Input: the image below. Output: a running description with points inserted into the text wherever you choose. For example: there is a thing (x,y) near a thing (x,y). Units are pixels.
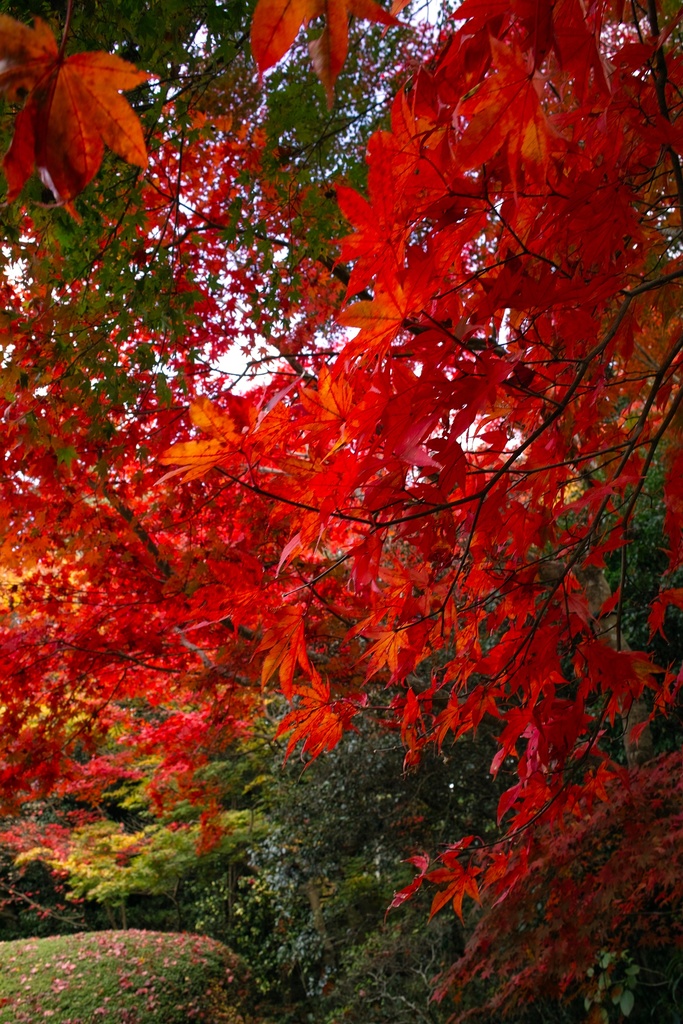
In the foreground of this image (323,575), there are red colored leafs (309,480) and in the background (260,895) we see few trees (167,73).
